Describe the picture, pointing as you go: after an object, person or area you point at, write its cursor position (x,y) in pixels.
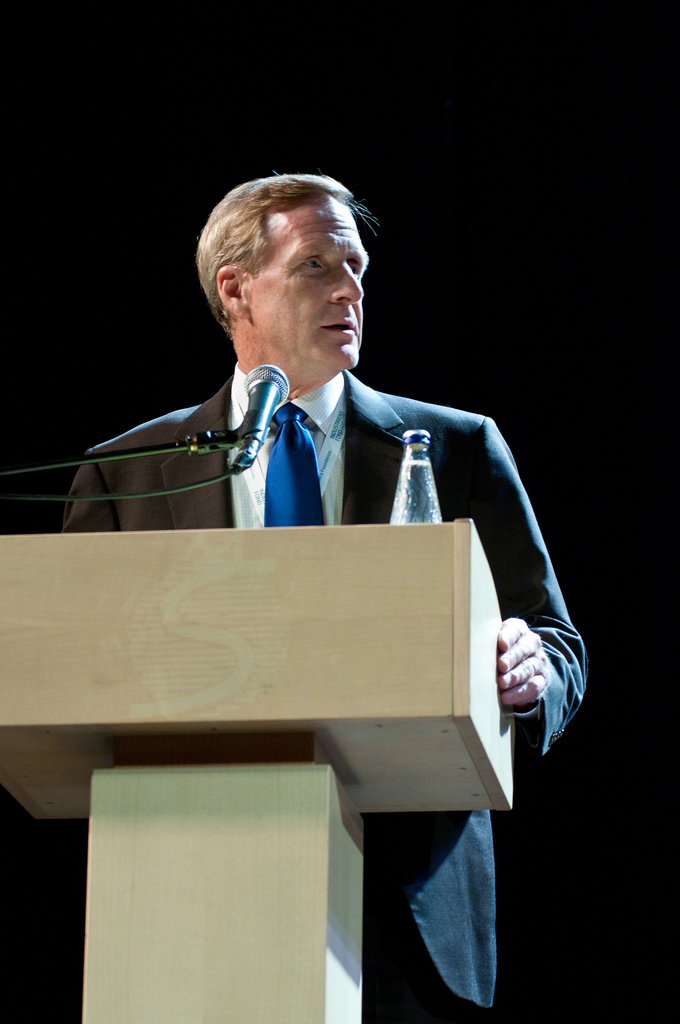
In this image I can see a person (253,466) wearing white shirt (267,459), blue tie (285,476) and black blazer (451,459) is standing in front of the podium (185,662) which is cream in color and I can see a microphone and a water bottle (409,487) on the podium (190,878). I can see the black colored background (613,355).
